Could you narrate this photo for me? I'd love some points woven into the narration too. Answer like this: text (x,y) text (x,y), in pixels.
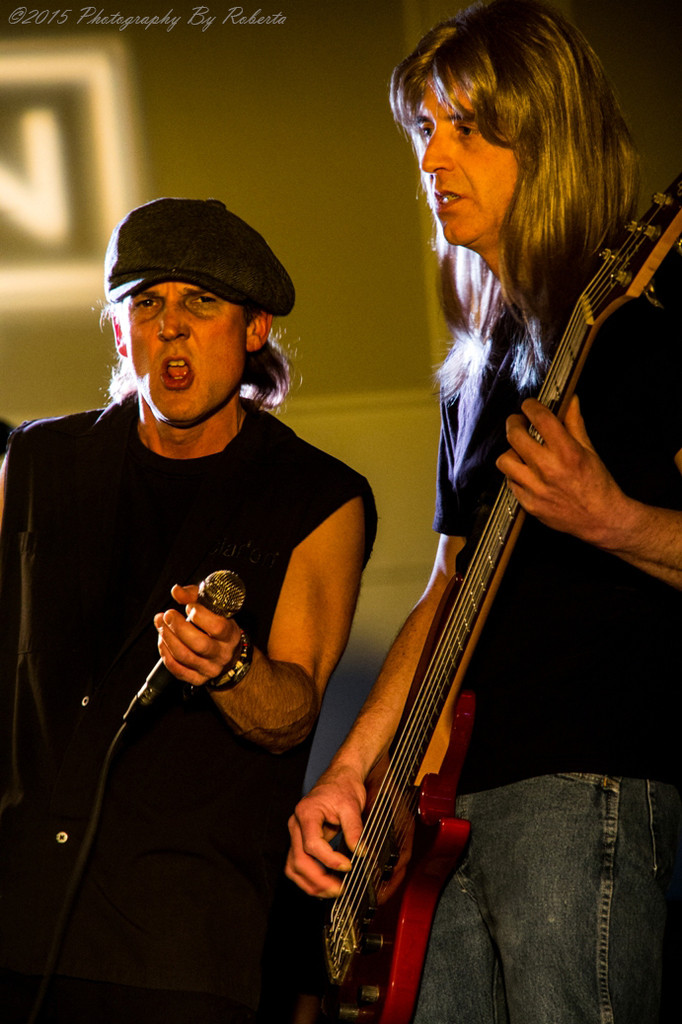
In this picture we can see two persons (25,451) holding a guitar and a microphone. The person (152,399) who held the microphone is singing.
